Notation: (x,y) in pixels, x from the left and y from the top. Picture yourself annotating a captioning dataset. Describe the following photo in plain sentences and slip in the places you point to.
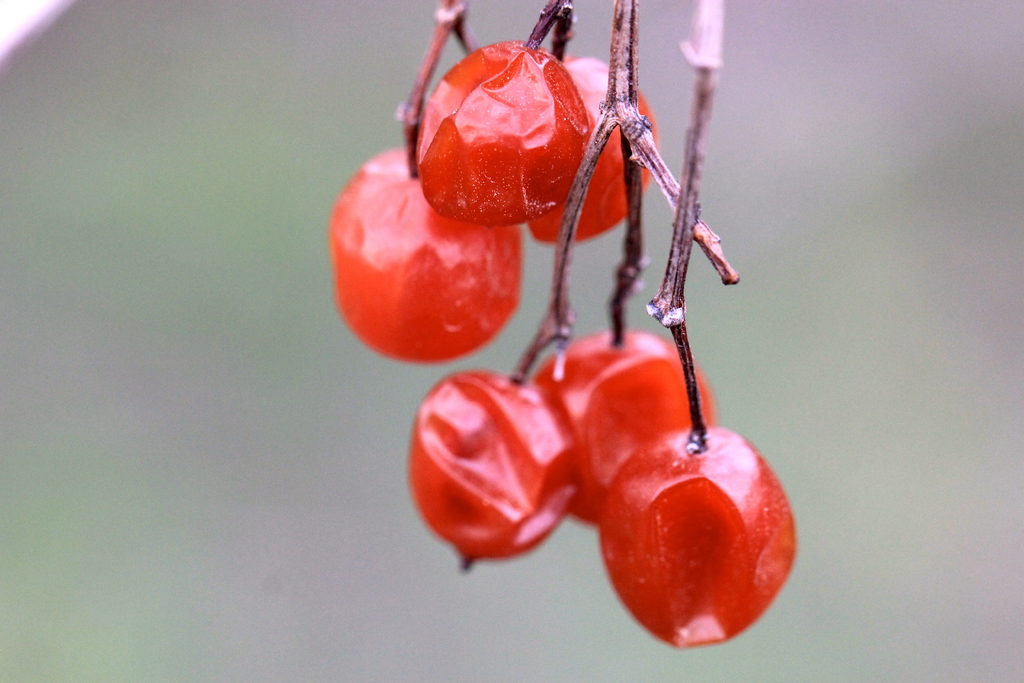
In this image we can see the fruits (477,298). The background of the image (779,302) is blurred.
